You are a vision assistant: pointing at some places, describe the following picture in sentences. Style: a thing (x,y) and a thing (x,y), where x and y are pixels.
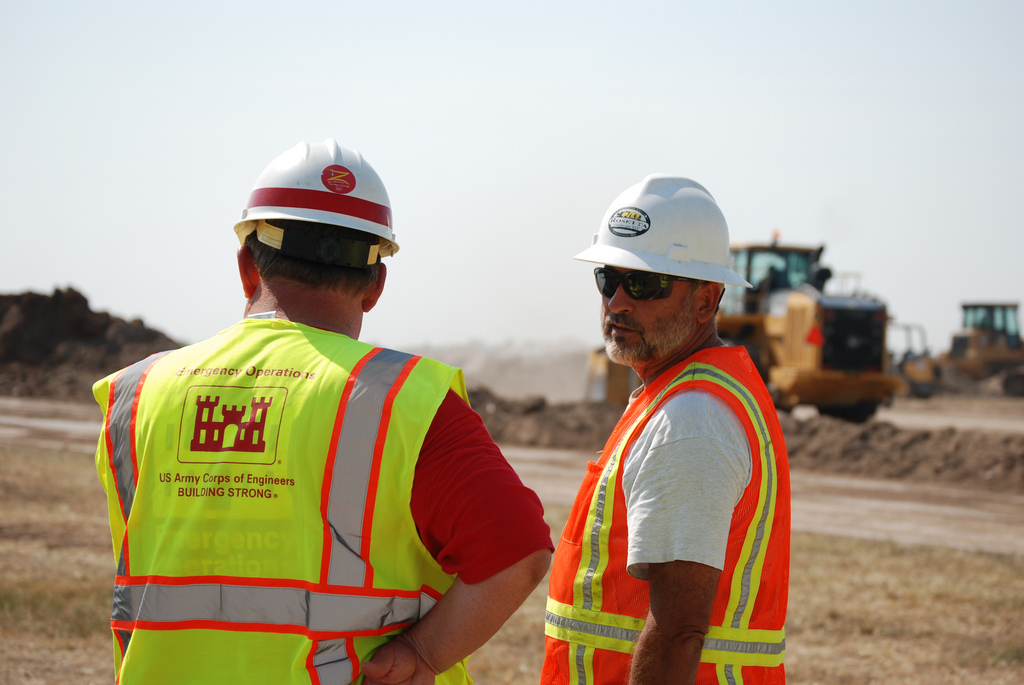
In this image I can see 2 people (693,323) standing and wearing white helmets (718,273) and they are wearing uniform (354,594). There are vehicles (981,356) at the back (784,366) and there is sky (486,97) at the top (486,97).
